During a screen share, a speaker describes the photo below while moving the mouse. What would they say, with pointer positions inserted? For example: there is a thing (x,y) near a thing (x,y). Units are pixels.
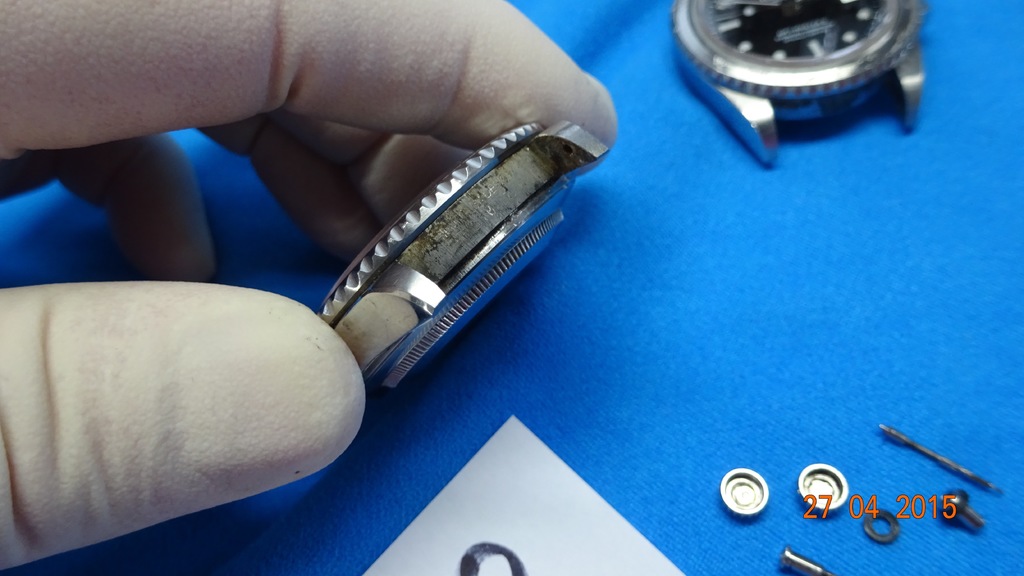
In this picture I can see the fingers (74,52) of a person (74,52) holding a watch case (559,191), there are watch parts (730,472), there is another watch head (904,28) and some other items (479,490) on the surface (648,467), and there is a watermark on the image.
